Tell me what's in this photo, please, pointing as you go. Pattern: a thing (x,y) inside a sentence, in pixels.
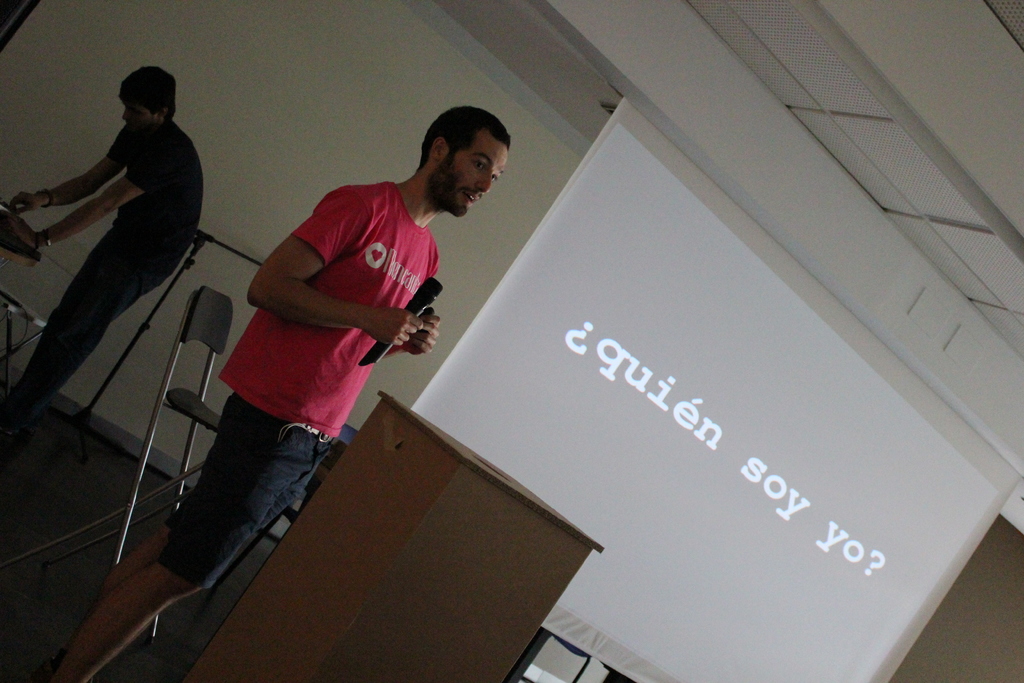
In this picture we can see a man (234,382) holding a mic (424,297) with his hand (395,332), standing on the floor (71,609) and at the back of him we can see a person (95,208), podium (468,520), chair (214,329), stand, screen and the wall (125,373).
